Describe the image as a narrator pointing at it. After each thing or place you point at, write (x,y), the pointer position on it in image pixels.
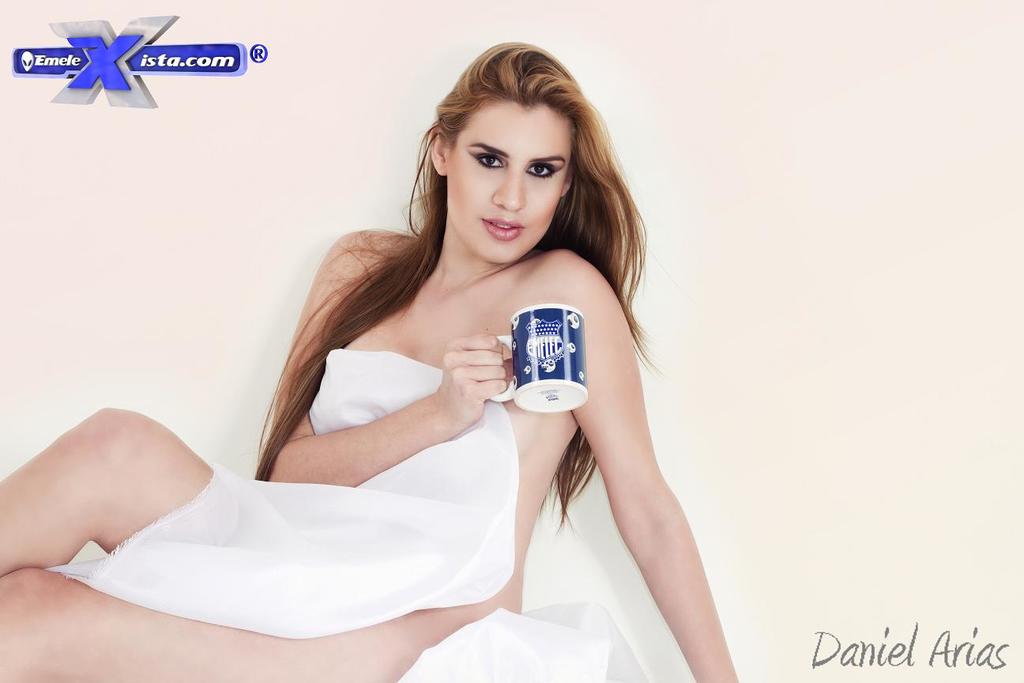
In this image I can see a woman (431,405) and on her I can see a white colored cloth (358,510) and she is holding a cup (551,342) which is white and blue in color. I can see the white colored background (907,322).
